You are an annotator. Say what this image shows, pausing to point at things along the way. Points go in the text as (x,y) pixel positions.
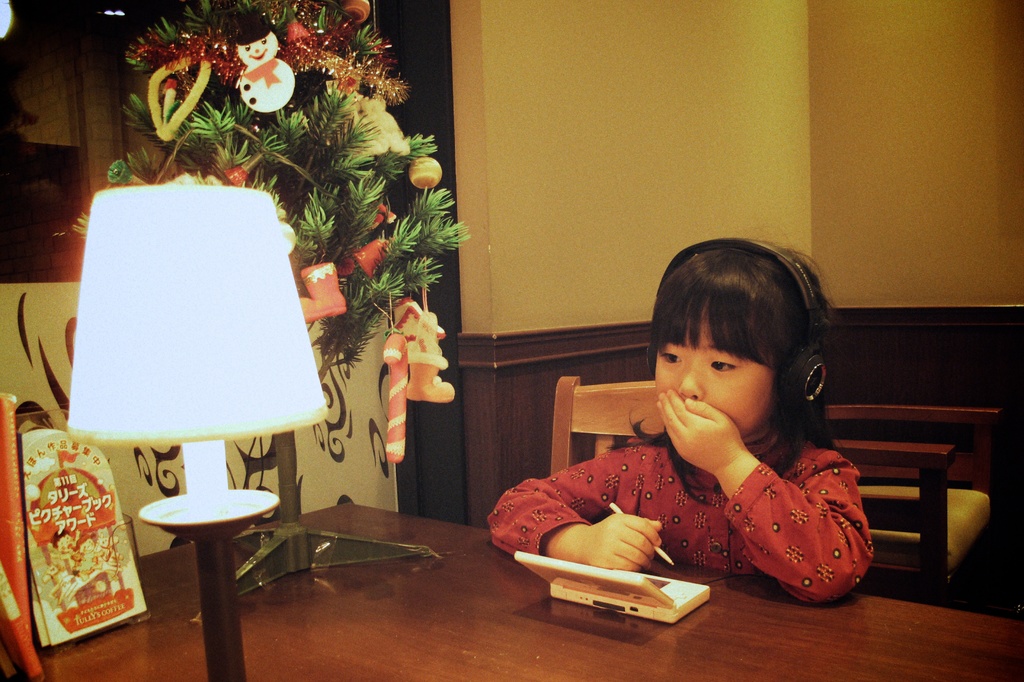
This image consists of table (724,606) and chairs (895,524). There is a lamp (128,428) on the left side (235,651). There is a Christmas tree (248,176) on the left side (303,255). On the table (367,578) there is a stand (324,540), lamp (216,637), a toy (679,606). Child (645,519) sitting on the chair (619,417) near the table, she is wearing headphones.
